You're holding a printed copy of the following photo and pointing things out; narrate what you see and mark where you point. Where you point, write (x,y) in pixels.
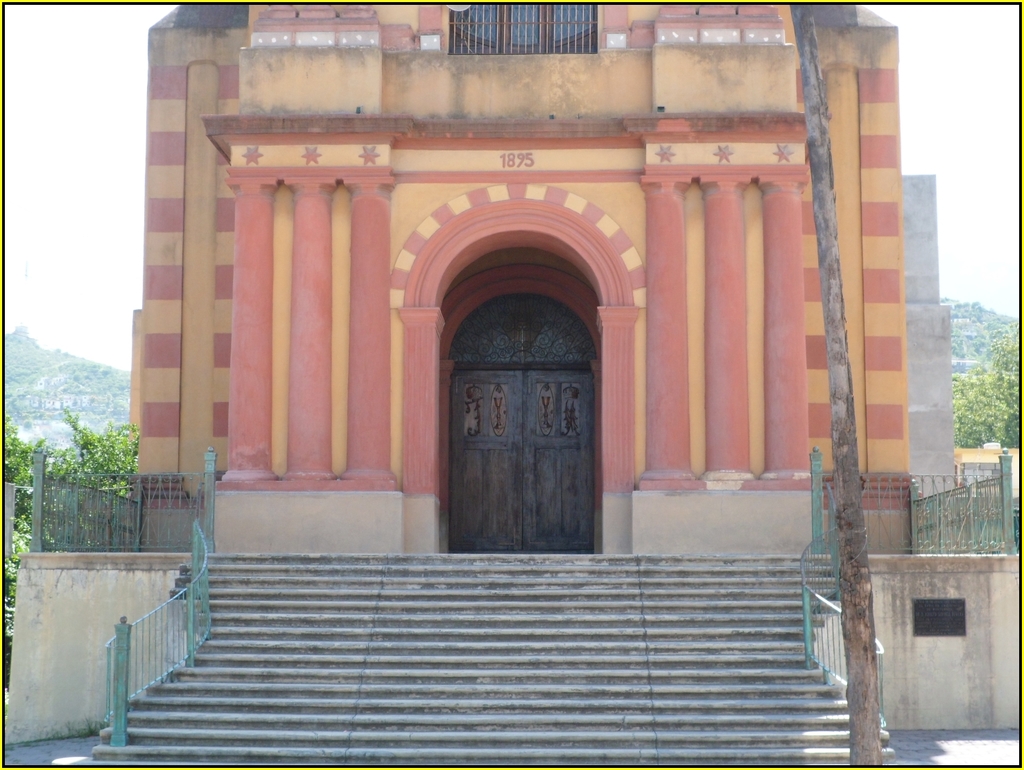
This a photo. In the center of the image (660,278) we can see a building (498,452), door (498,452), pillars (624,352), text (530,165), window (526,48). In the background of the image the hills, trees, railing (955,513), stairs (516,557). At the bottom of the image (1013,742) we can see the floor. At the top of the image (129,208) we can see the sky (74,43). On the right side of the image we can see a pole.
